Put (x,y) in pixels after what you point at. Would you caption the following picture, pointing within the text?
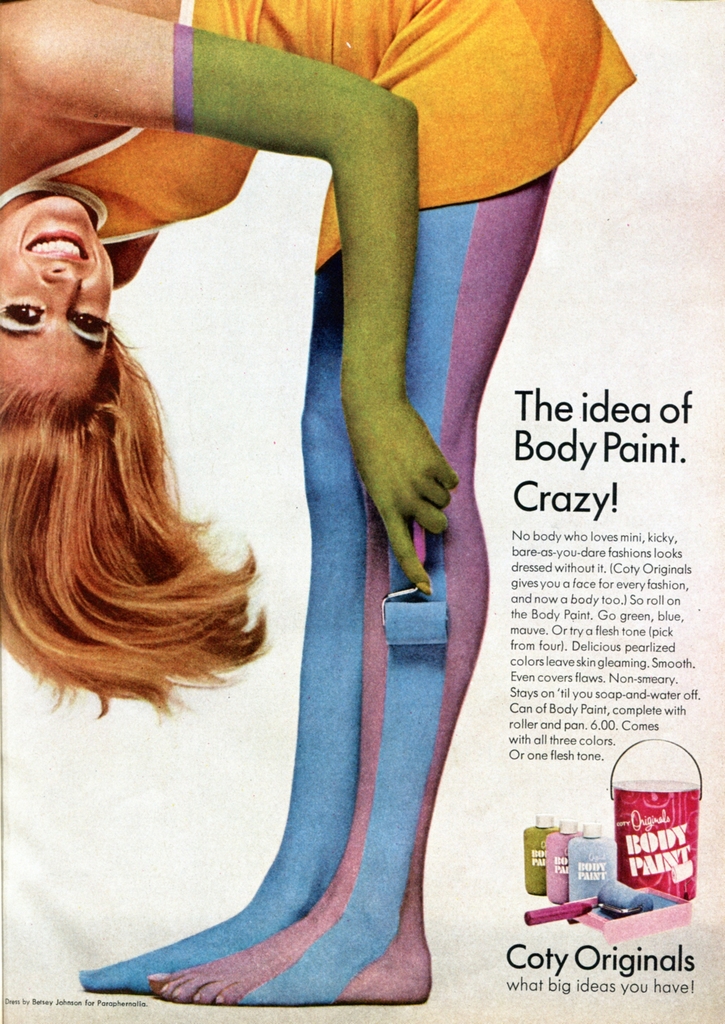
In this picture there is a poster (662,299). On the poster (412,143) we can see a woman (391,330) who is painting on her own legs (511,216). Here we can see quotations (660,601). On the bottom right corner (656,784) we can see bucket (635,850), brush (610,896), box (667,912) and painting bottles (537,841).
